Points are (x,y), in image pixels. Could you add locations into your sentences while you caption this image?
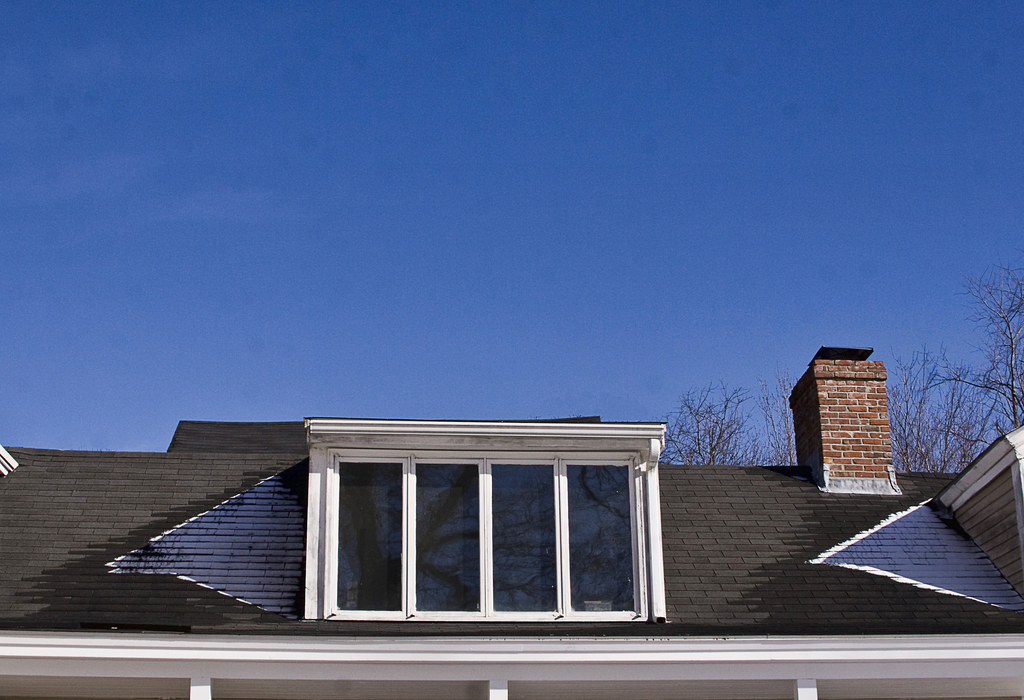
In the background (684,113) we can see a clear blue sky (631,218) and the trees (928,384). At the bottom portion of the picture (979,617) we can see the roof (699,525) of a building (643,519), roof tiles (60,551), windows (447,528) and a small pillar (828,465) with bricks (871,429).
